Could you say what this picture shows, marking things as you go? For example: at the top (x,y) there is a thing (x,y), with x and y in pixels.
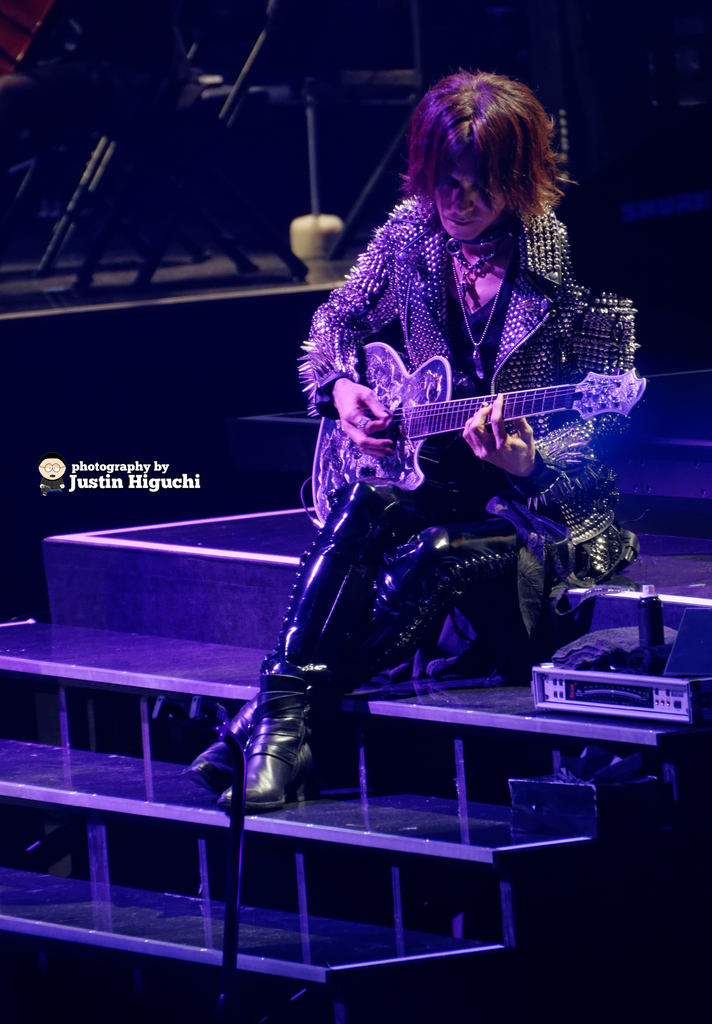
This picture shows a woman (224,779) Seated on the stairs (675,579) and playing guitar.
